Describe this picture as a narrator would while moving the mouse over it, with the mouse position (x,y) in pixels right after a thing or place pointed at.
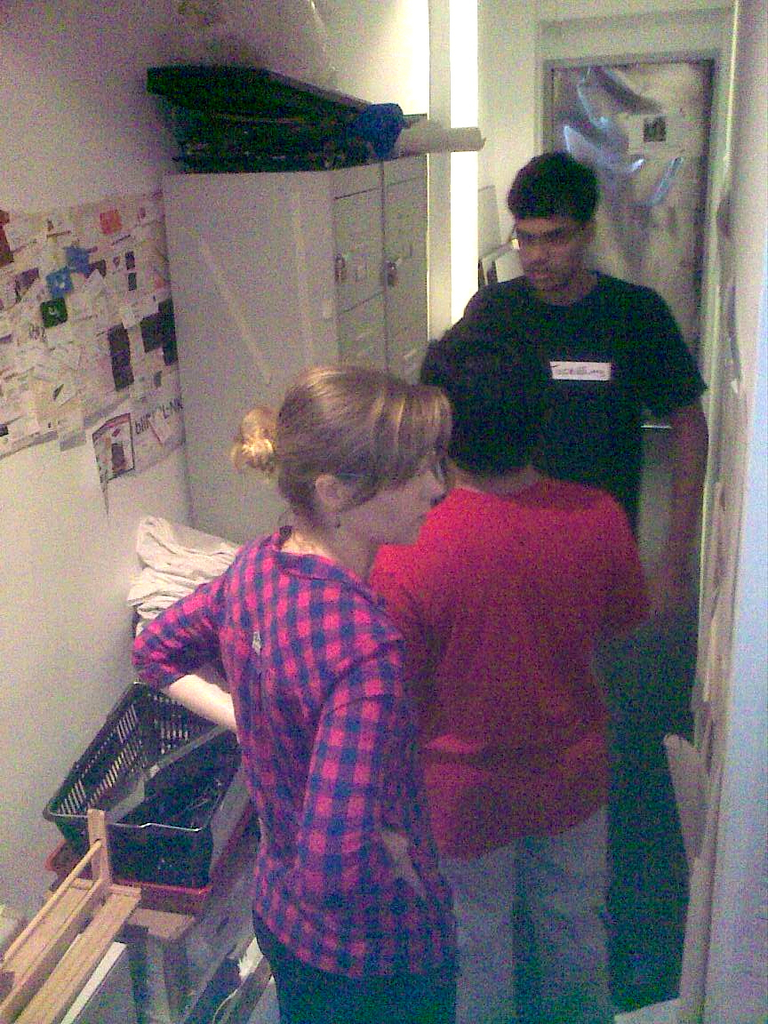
In this image we can see persons (562,617) standing on the floor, papers (84,267) pasted on the wall (71,150), storage containers (112,745), cupboard (385,254) and some objects (273,117) placed on it.
